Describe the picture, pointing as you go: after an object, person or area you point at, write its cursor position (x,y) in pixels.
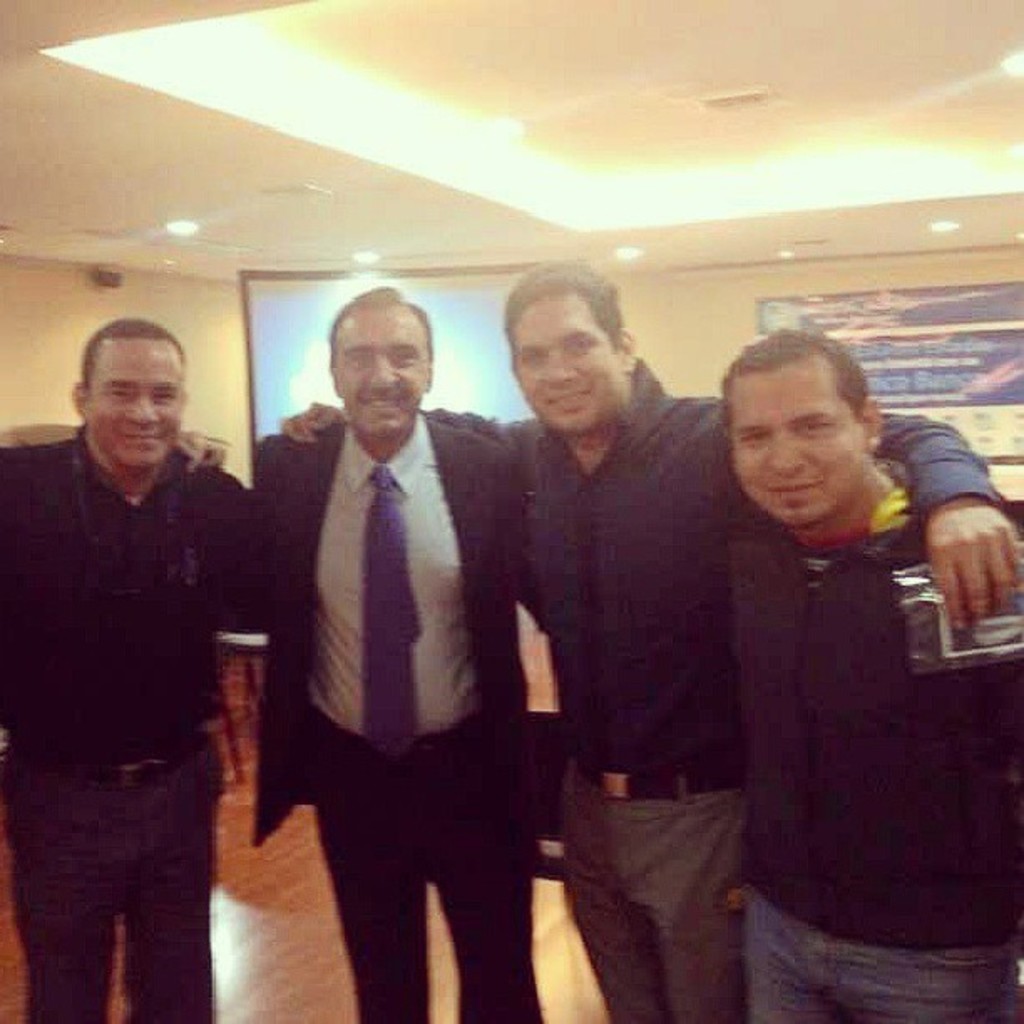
In this image I can see four people (613,679) standing and wearing the different color dresses (494,622). In the back (459,334) I can see the screen (483,343) and boards (940,322) to the wall (189,365). I can also see the lights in the top (103,69).
